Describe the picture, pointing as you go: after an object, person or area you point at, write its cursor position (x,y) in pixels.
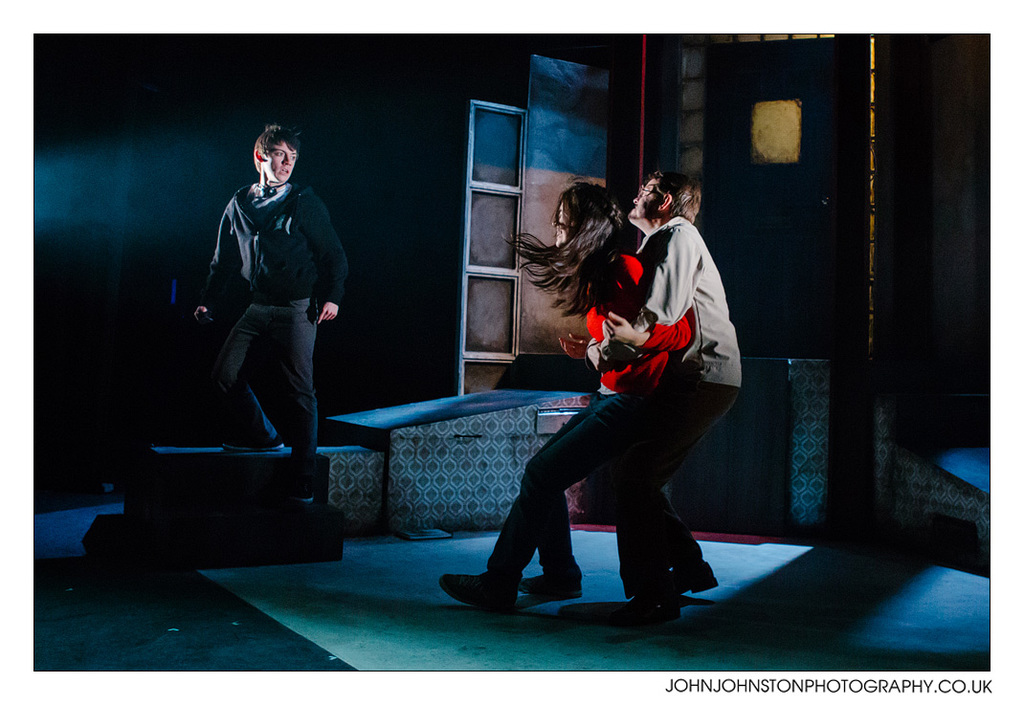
In this picture we can see a woman (567,440) and two men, in the bottom right hand corner (798,688) we can see some text (811,686) and we can see dark background (312,149).
